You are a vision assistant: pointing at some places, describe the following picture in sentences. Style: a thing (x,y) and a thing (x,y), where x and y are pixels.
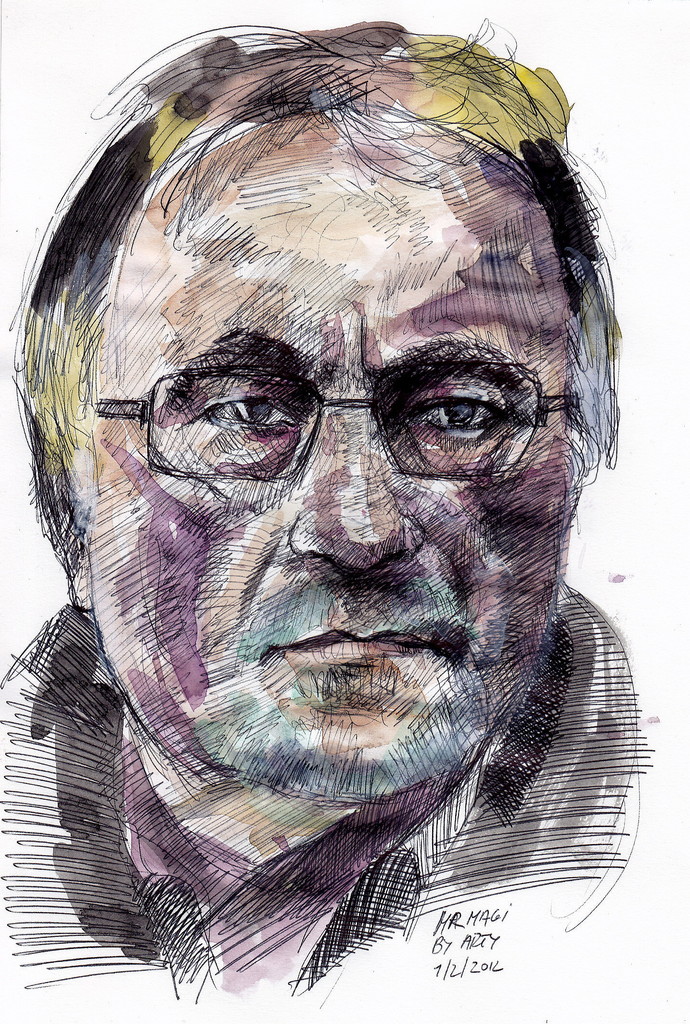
In this picture we can see a colorful sketch (305,957) of a person (198,95) wearing glasses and at the bottom right corner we can see some text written on it.
